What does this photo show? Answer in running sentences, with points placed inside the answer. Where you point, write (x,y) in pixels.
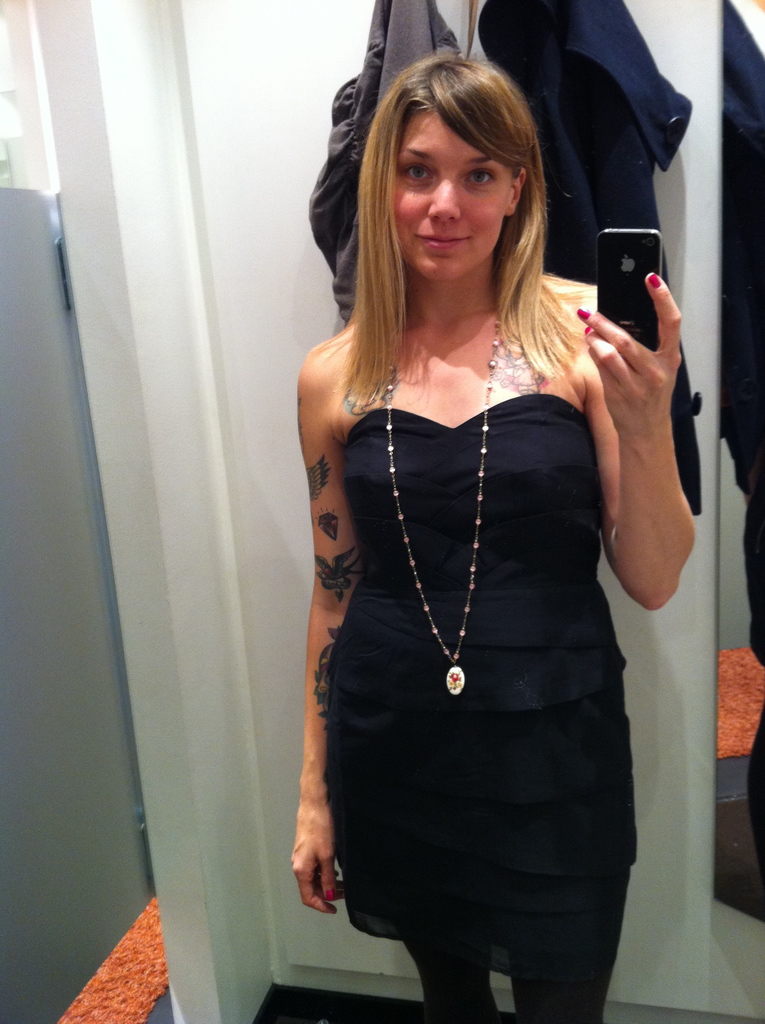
In this image we can see a woman (513,806) standing on the floor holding a mobile phone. We can also see some clothes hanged to a wall (158,417). On the left side (163,970) we can see a door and a mat (148,986). On the right side (730,947) we can see a mirror (731,758).
